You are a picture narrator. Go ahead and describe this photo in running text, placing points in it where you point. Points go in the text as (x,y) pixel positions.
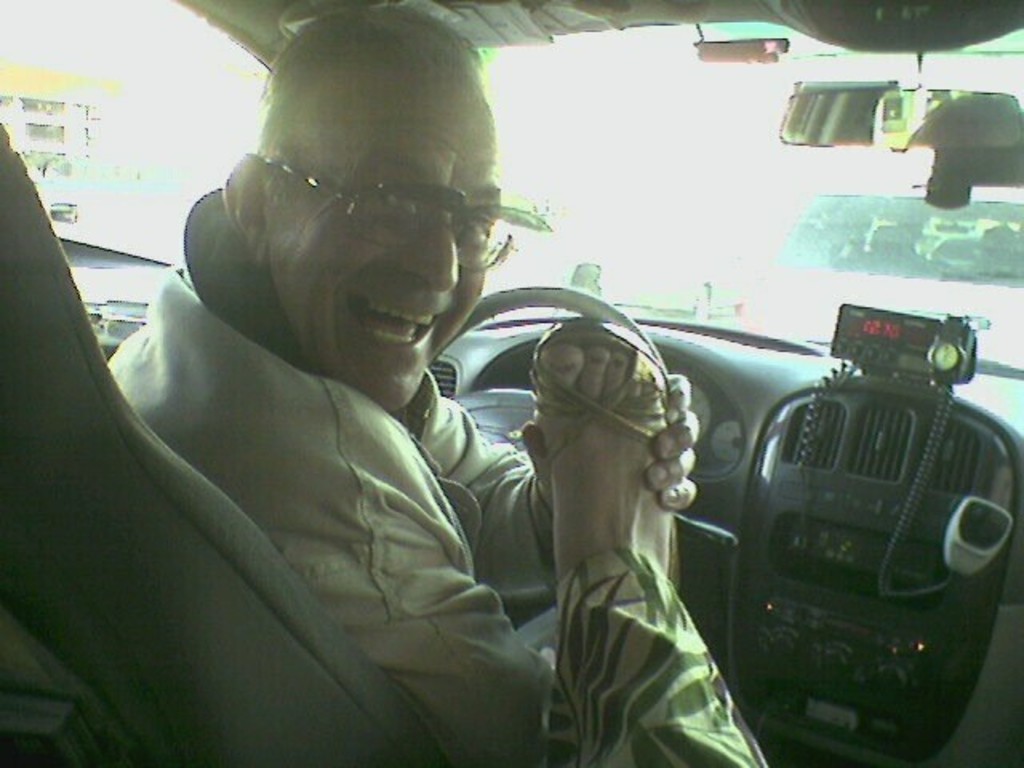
In a picture the person (496,476) is sitting in front seat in front of a steering (492,415) it is taken inside a car (239,49) and he is holding a woman leg (613,509) in his hand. In Front of him there is another vehicle (848,258) and a big building (50,111).
